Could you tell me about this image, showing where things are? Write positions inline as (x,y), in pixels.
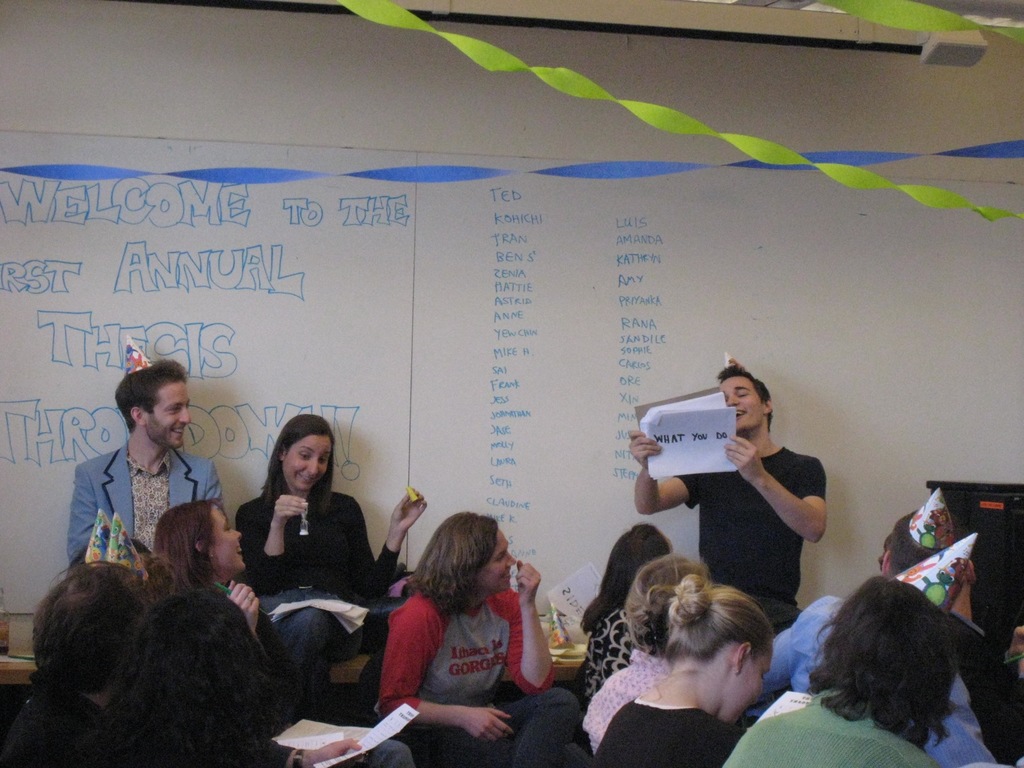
In this picture we see people (297,491) celebrating their first annual thesis throwdown. The top of the roof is decorated with ribbons (694,132) and few people (159,430) present here are wearing caps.
